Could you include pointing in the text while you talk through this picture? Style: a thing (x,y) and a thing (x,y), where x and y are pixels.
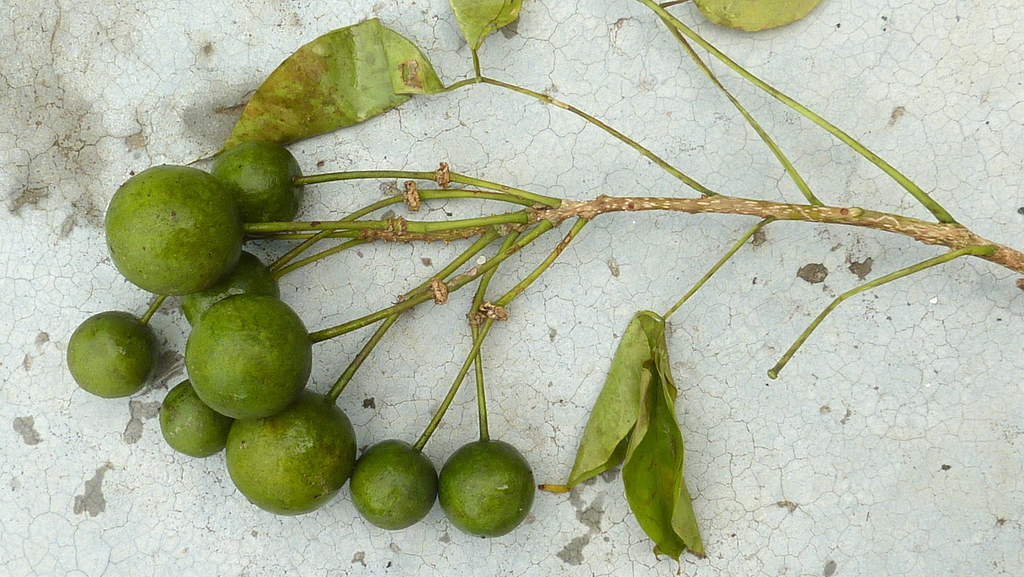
Here we can see fruits (262,357) and leaves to a stem (425,286) on a platform (903,381).
